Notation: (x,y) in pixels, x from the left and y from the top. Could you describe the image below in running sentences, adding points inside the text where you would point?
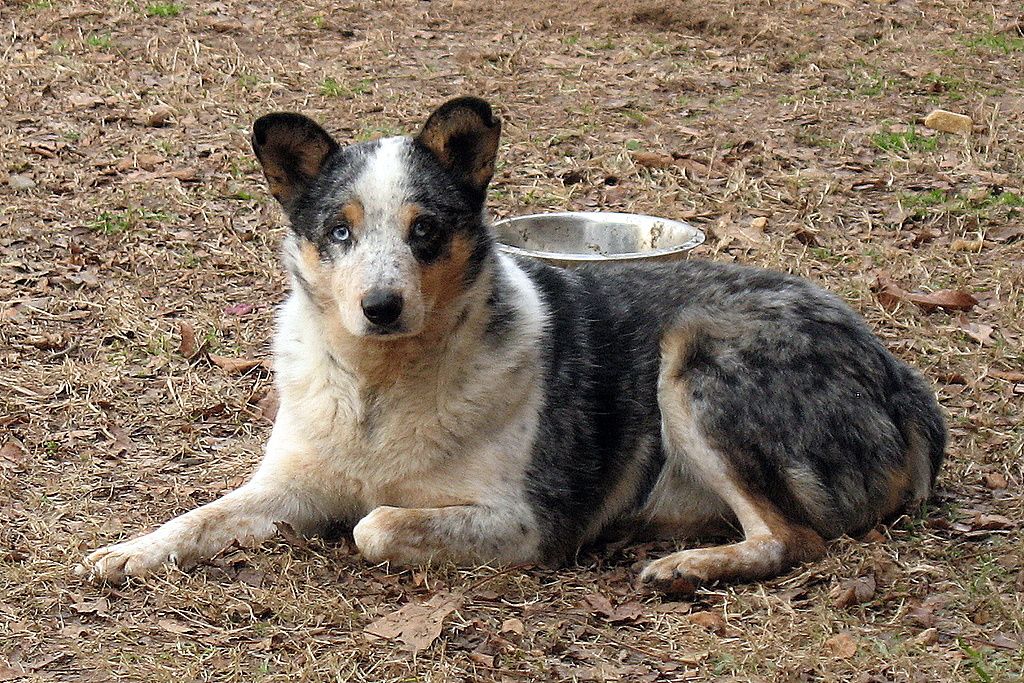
This dog (540,321) is sitting on the ground (1020,214). This dog (455,360) is in white and black color. Backside of this dog (605,279) there is a container (653,257).
